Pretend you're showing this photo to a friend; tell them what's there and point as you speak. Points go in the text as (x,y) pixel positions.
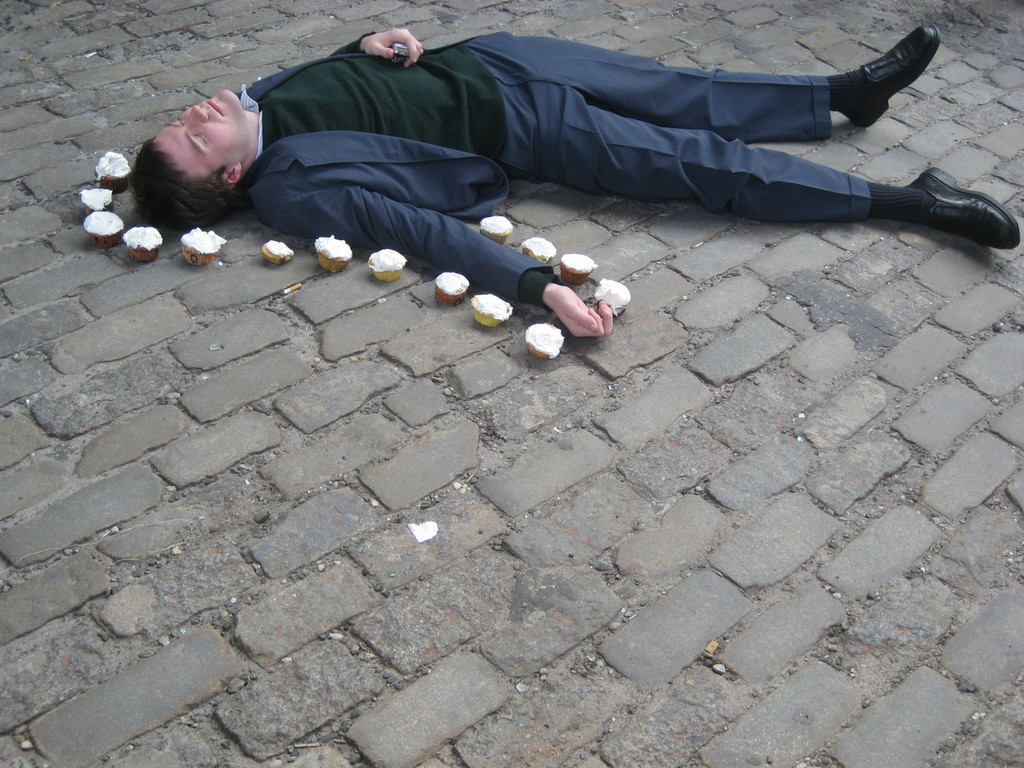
In this image a person (324,80) wearing a suit (469,244) is lying on the floor (247,261). Around him there are few cupcakes (466,284) which are kept on the floor (354,327). He is wearing shoes (879,111).
